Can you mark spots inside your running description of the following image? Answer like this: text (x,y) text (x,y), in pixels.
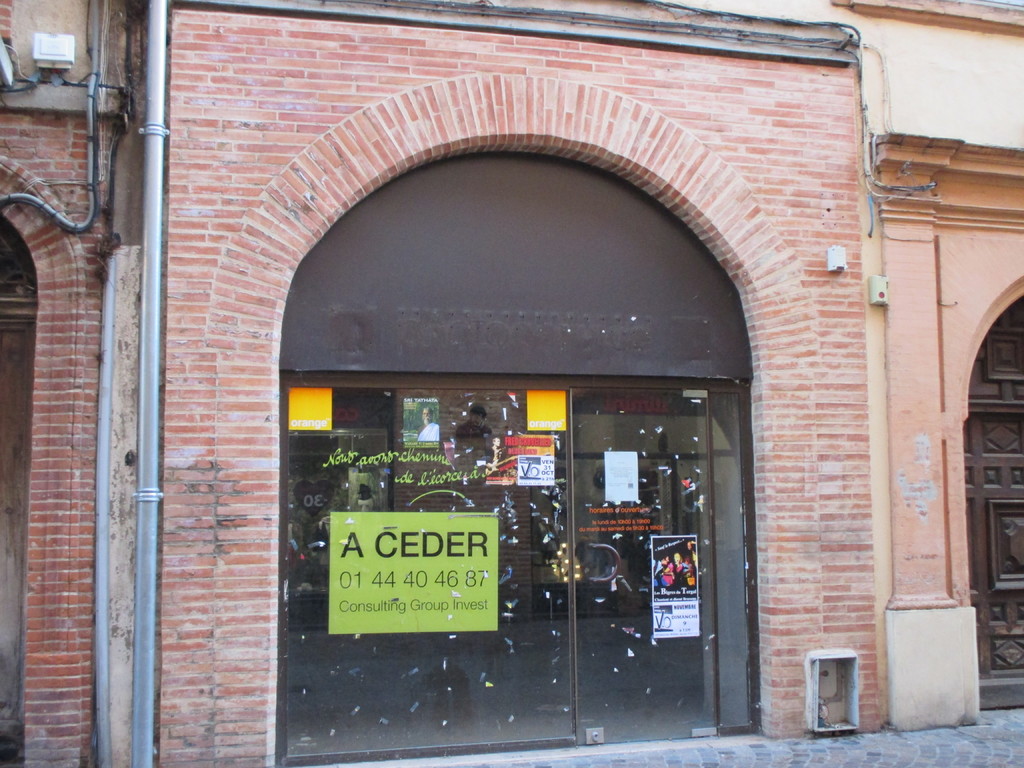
In this image there is a wall (690,173) having doors (1015,463). Left side (110,280) few pipes (112,266) are attached to the wall (132,544). Few posters (400,583) are attached to the glass door (534,639). Right bottom there is a cobblestone path (936,738).
